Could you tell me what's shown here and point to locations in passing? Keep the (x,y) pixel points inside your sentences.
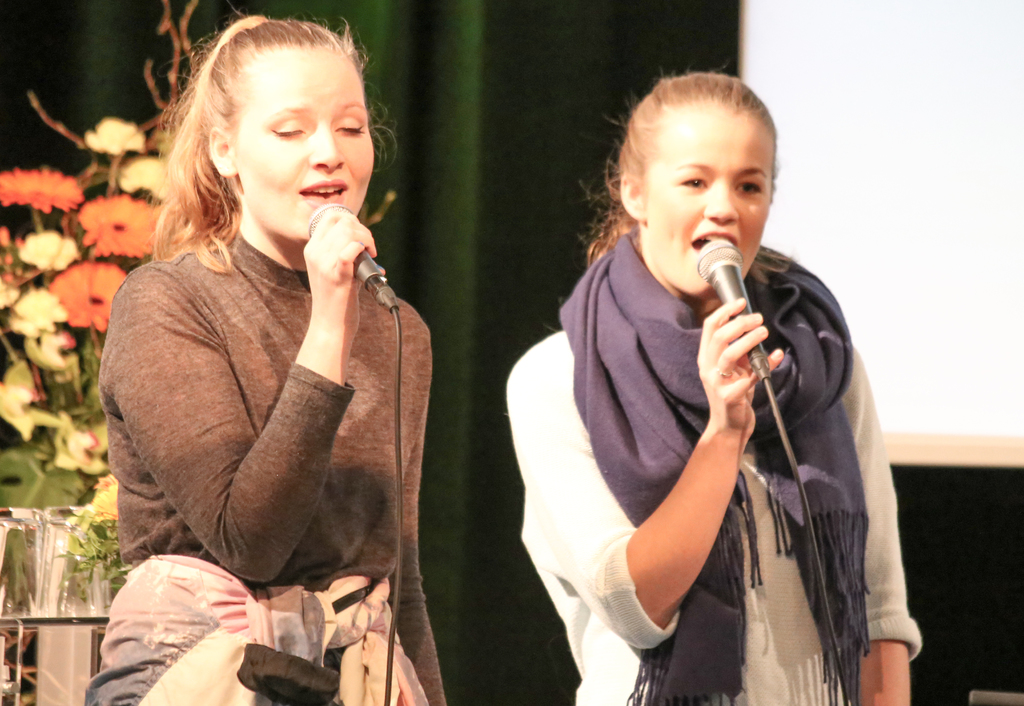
This picture shows two women (509,417) singing with the help of a microphone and we see flowers (5,258) on their back (67,598) and a curtain (4,8).
